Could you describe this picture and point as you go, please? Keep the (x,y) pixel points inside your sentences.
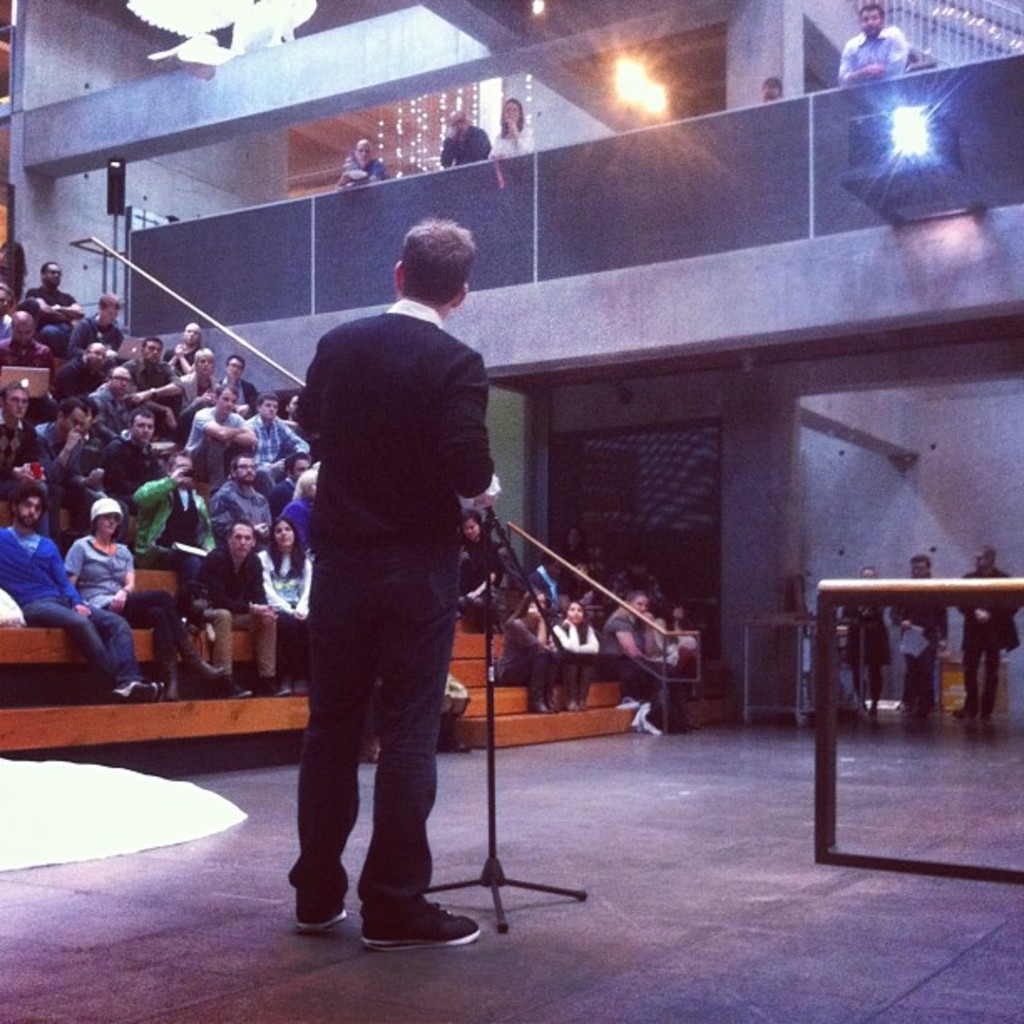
In this image we can see this person (439,347) wearing black dress (370,433) is standing near the mic stand (498,874) which is on the floor (638,874). In the background (138,596), we can see these people (196,579) are sitting on the wooden chairs (95,726) and these people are standing here also we can see lights (925,129) here.
